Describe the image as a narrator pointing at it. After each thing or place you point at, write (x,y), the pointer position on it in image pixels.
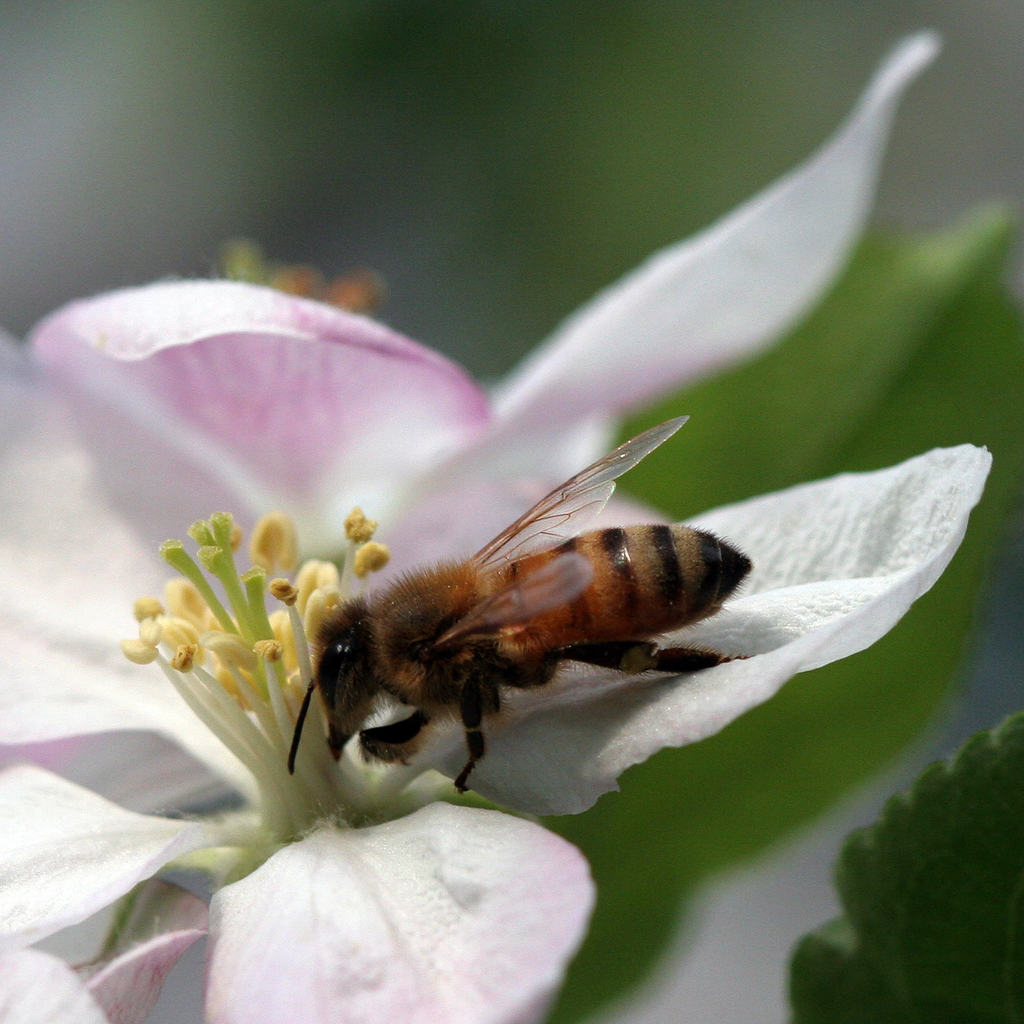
In the center of the image (421,482), we can see a bee (454,605) on the flower (430,837) and in the background (815,367), there are leaves (898,330).
